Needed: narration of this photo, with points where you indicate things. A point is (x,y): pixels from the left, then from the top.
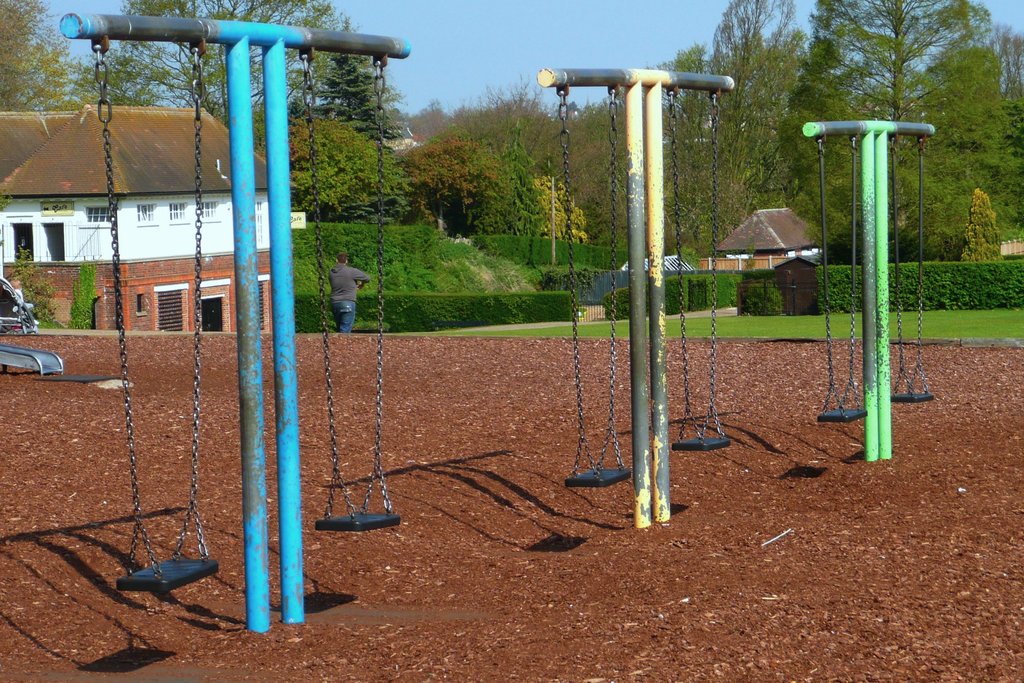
In the center of the image (662,403) we can see poles (288,233), swings (568,219) are there. In the background of the image (362,210) we can see houses (73,216), bushes (430,268), trees (851,258), vehicle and man (355,277) are there. At the top of the image (507,44) we can see a sky (539,42). At the bottom of the image (549,650) mud (581,634) is there. In the middle of the image (597,323) grass (785,332) is there.
